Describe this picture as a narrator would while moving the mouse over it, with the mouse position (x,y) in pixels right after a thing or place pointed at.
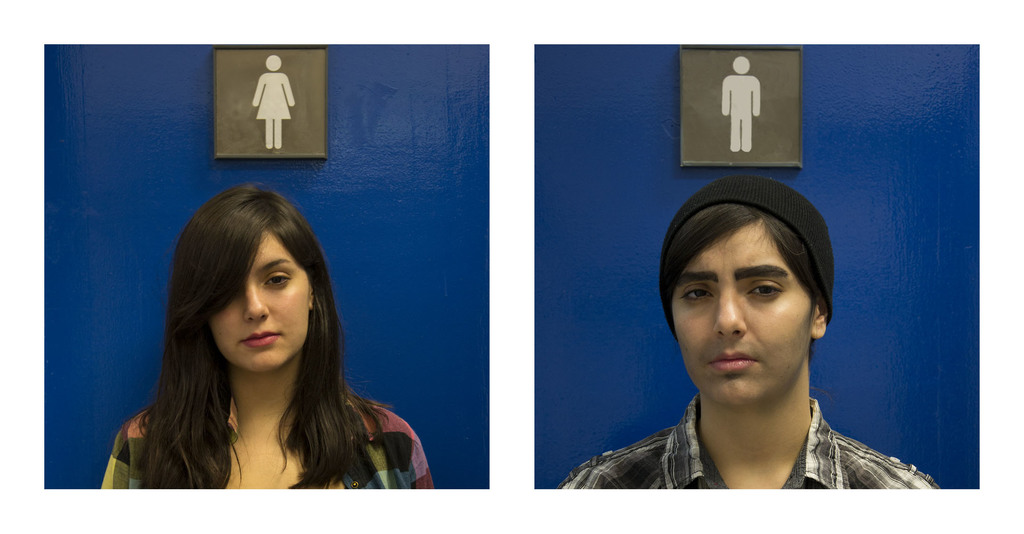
This is a collage picture, we can see two persons (276,334) and also we can see the blue color wall (437,175) with boards (247,108) on it.
